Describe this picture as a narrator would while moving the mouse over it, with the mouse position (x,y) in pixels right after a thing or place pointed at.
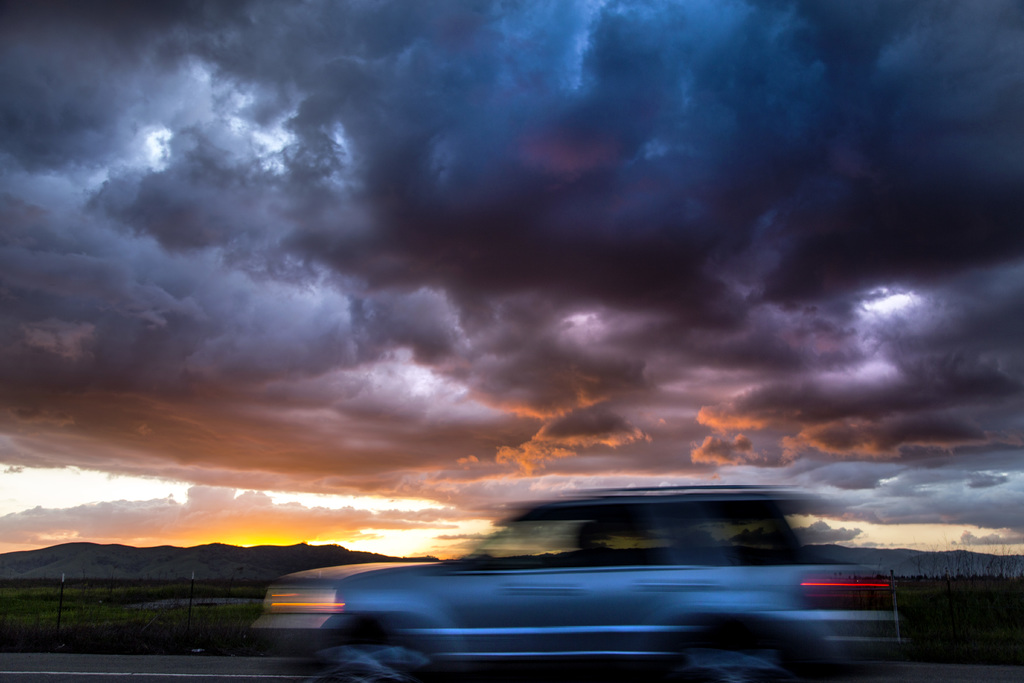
In this picture I can see the car (606,609) which is moving on the road (138,658). In the background (956,589) I can see the mountain (260,578), trees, plants (190,625) and grass (237,636). At the top (746,152) I can see the sky (603,116) and clouds (603,116).
